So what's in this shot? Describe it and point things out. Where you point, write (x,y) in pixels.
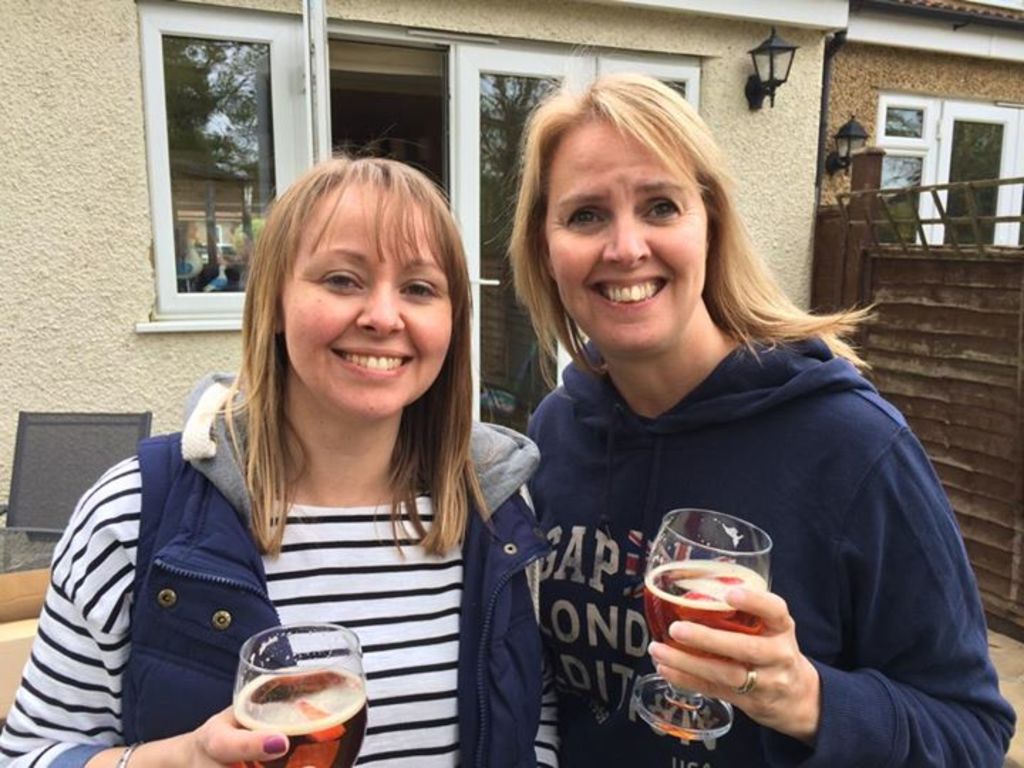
In this picture there are two women (456,466) holding the beer glasses (705,568) and smiling.
